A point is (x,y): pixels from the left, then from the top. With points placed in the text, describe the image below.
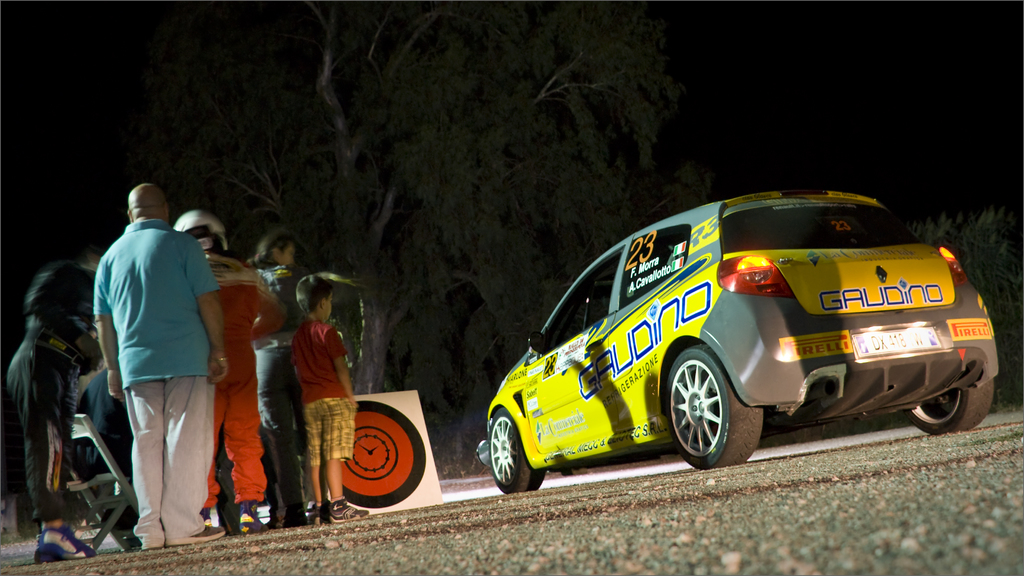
On the left (195,273) we can see a group of people (180,474), chair (116,516), board (371,454) and other objects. On the right (810,264) there is a car (628,312). In the foreground (573,543) we can see stones (538,546) on the road (507,537). In the background (411,142) there is a tree (470,110) and it is dark.
